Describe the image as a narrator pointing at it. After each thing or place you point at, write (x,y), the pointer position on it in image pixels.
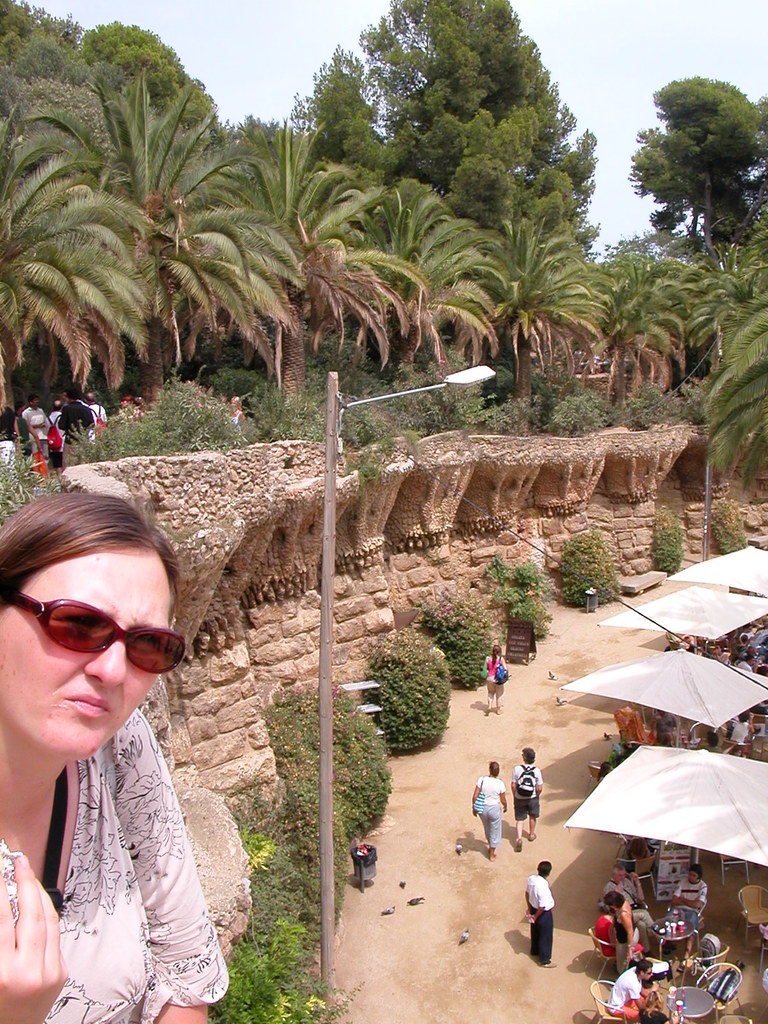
In this picture I can observe a woman (93,664) wearing spectacles (101,630) on the left side (95,697). In the middle of the picture (329,394) there is a pole (336,384) to which light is fixed. On the right side (677,784) I can observe umbrellas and tables (677,923) along with chairs (717,1004). In the background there are trees (441,295) and sky (336,47).
